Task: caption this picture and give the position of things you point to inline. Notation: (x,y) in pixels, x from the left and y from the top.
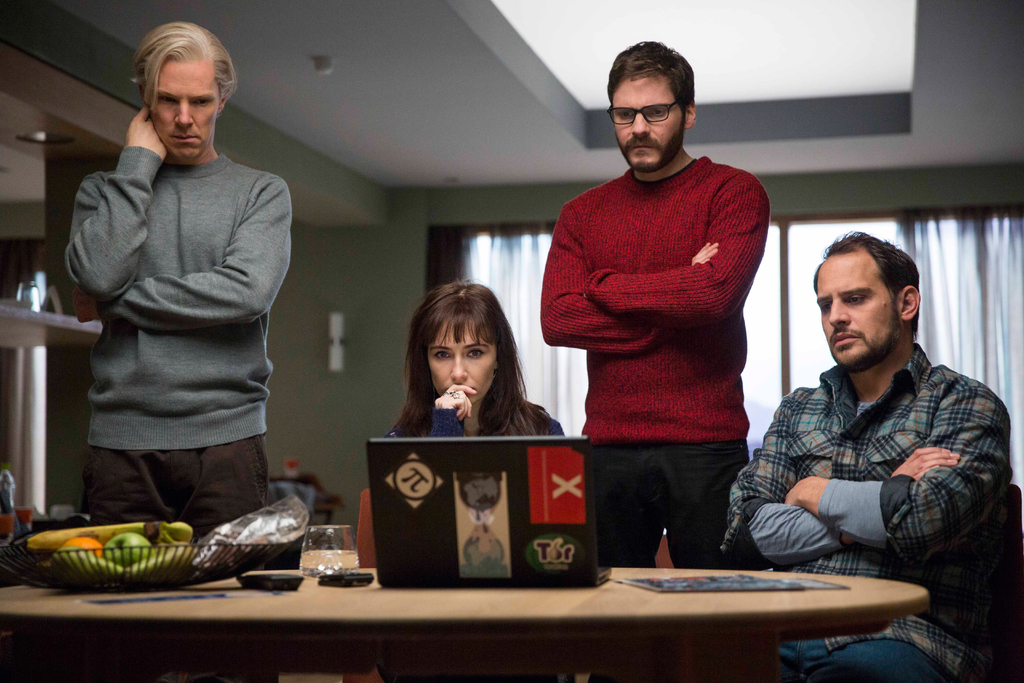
In this image there are four people (646,190) three men (248,239) and one woman (441,372). In the left side of the image (124,301) a man (190,474) is standing. In the right side of the image (997,541) a man (959,631) is sitting on a chair (1009,590). In the middle of the image (680,382) a man (609,304) is standing and a woman (466,418) is sitting on a chair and looking at laptop (494,515). At the bottom of the image (64,597) there is a table (75,603) on which there are few things (175,557) like fruits (142,553) in basket (173,558), remote (288,579) and a glass (322,550). At the top of the image (600,95) there is a ceiling (436,136). At the background (532,250) there is a wall (404,264) with curtains (451,263) and windows (820,341).
